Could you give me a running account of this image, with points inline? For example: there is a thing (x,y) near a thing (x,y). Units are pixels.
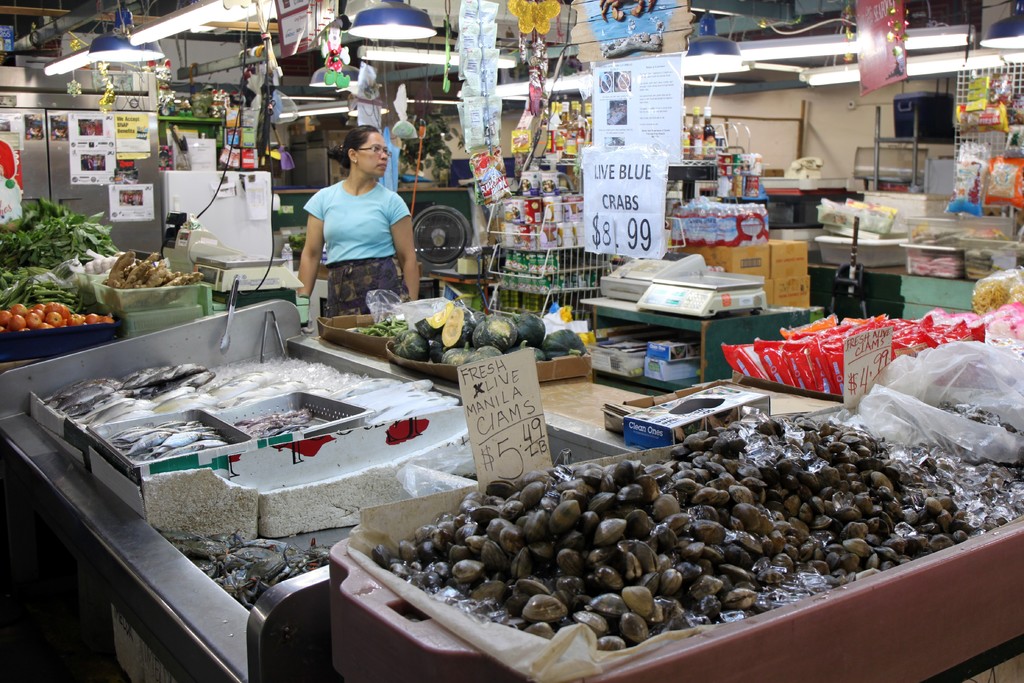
In this picture there is a woman (389,153) who is standing near to the tables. On the tables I can see many baskets (362,672). In the basket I can see some fruits (455,309) and vegetables (58,248). In the back (638,182) I can see many posts (643,170) which represents the price. On the left (37,115) I can see some posters (75,144) were attached on the fridge (47,159). At the top (281,19) I can see tube lights (960,63) and boards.
